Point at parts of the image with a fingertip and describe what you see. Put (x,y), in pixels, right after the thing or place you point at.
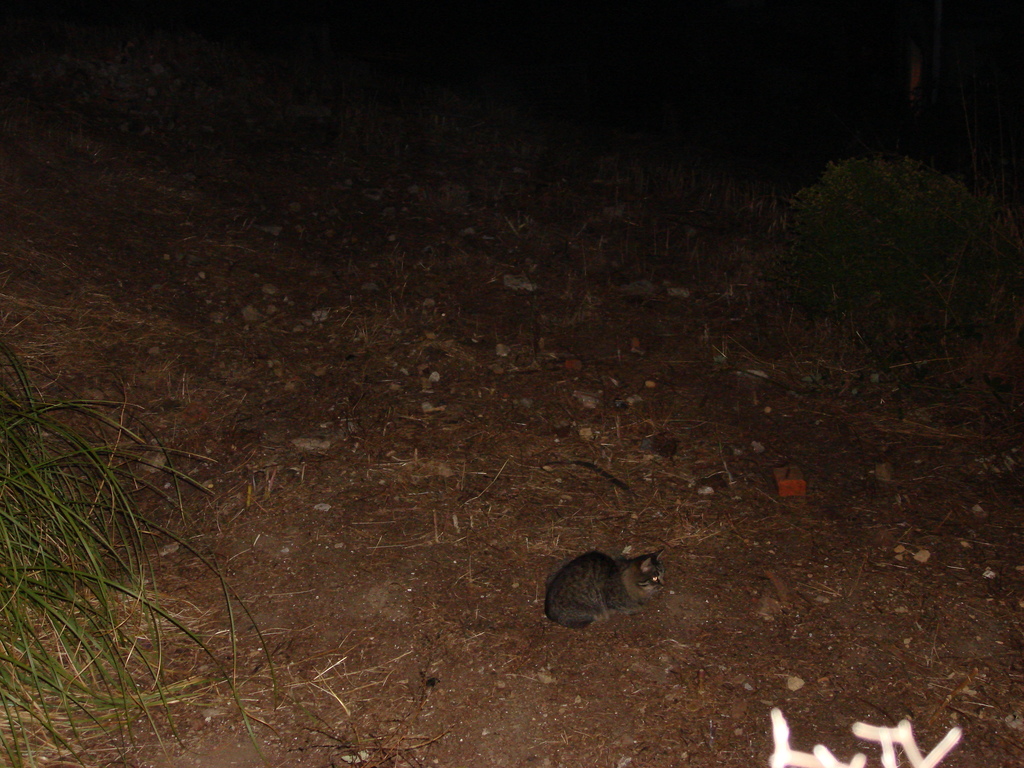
In this picture we can see a cat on the ground (606,628). Here we can see grass (72,405) and there is a dark background (550,14).
